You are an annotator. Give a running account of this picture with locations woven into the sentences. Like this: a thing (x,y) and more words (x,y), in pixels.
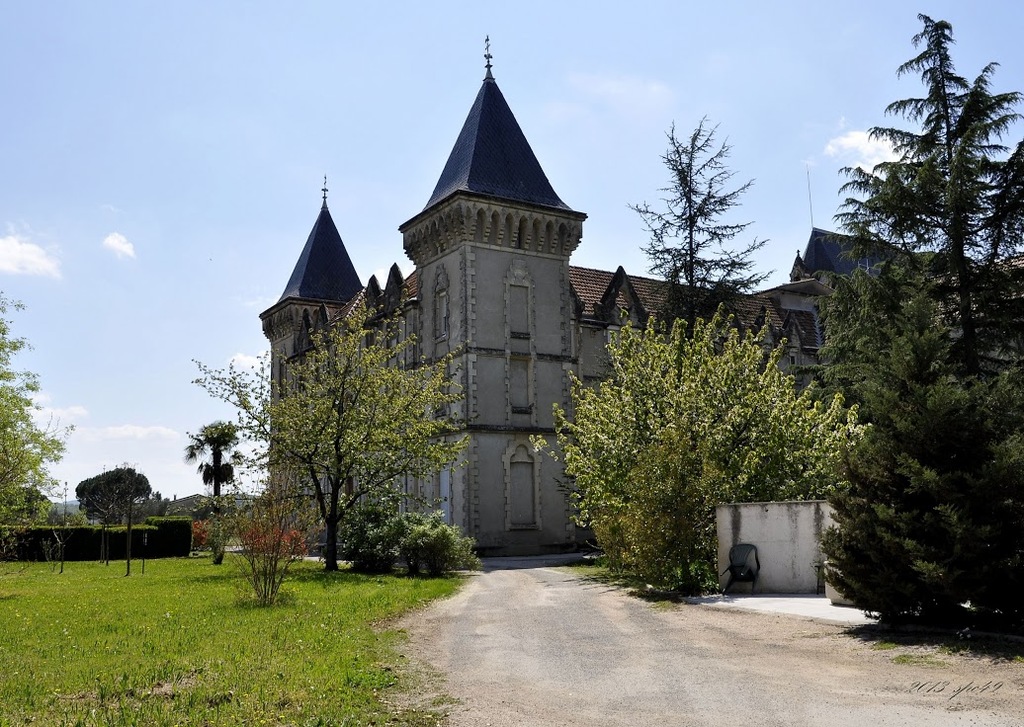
In this image, we can see some trees (612,502) and plants (270,546). There is a building (525,358) in the middle of the image (531,315). There is a sky (354,56) at the top of the image (336,65).
